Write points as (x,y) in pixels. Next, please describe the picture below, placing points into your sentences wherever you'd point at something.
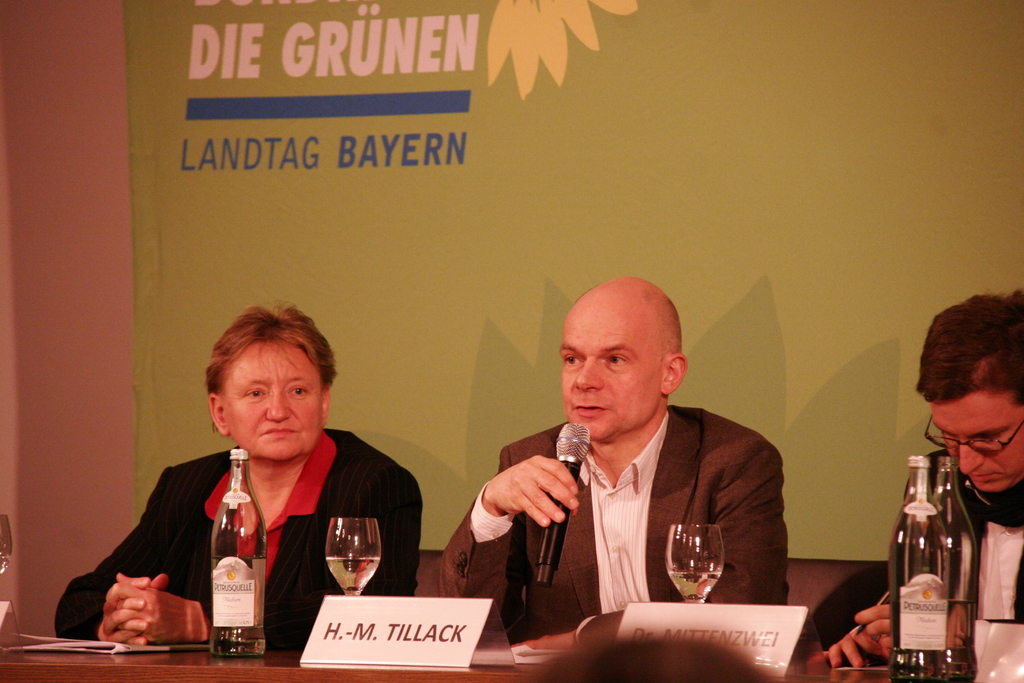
In this image there are three persons (678,484) sitting besides a table (356,669). On the table (214,682) there are glasses (328,554), bottles (908,561) and boards (761,625). A person (286,454) towards the left (268,454) is wearing black blazer (177,510). In the middle (633,374) there is man (684,511), he is wearing a blazer (693,453) and holding a mike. Towards the right (1020,307) there is another man (1006,577) wearing spectacles (958,444) and holding a pen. In the background (584,184) there is a board (592,201) with some text (259,5) printed on it.
